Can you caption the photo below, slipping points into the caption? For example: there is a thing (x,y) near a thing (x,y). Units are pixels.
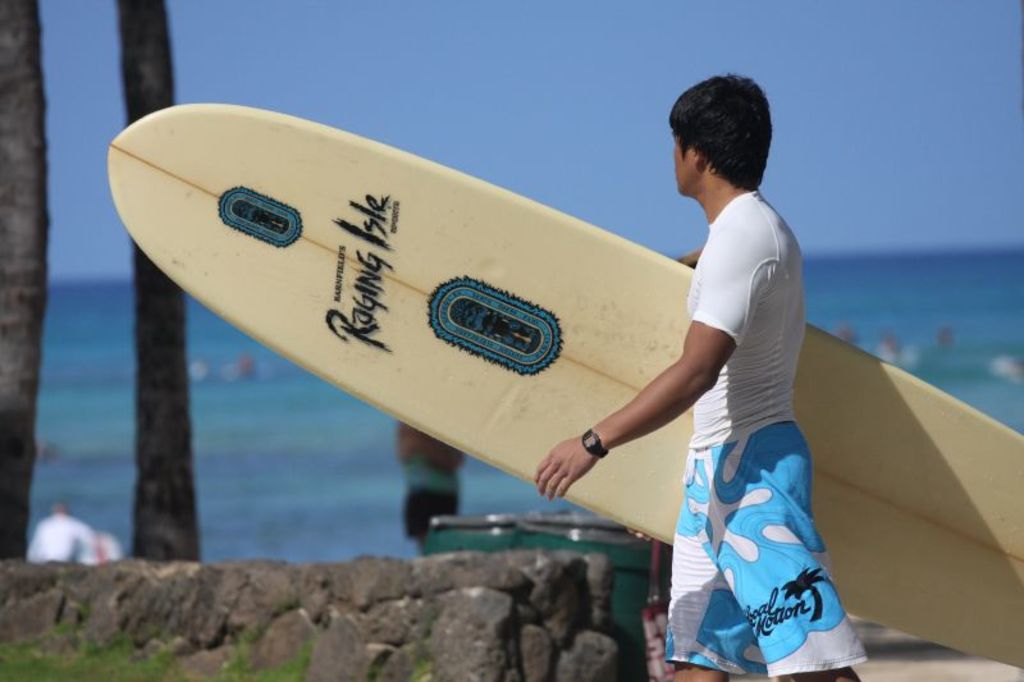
On the right side (732,466) there is a man (747,468) holding a surfboard (251,281) in the hand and walking. On the left side (12,176) there is a wall (116,577) and two trees (146,267). In the background (906,320) there is an ocean (882,328). On the left side (56,546) there is a person (70,533). At the top of the image (440,73) I can see the sky (323,30).
